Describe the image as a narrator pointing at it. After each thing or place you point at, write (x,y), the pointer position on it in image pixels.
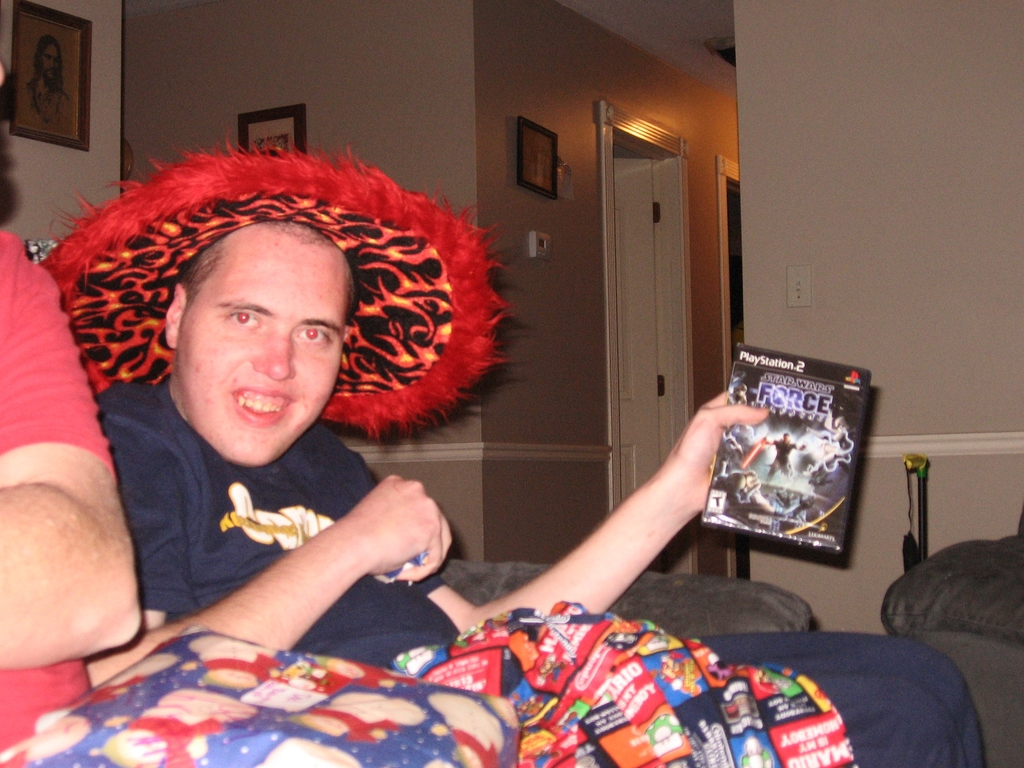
In the picture there are two people (379,527) sitting on a sofa (647,594) and the person (699,480) is holding some object (743,488) in his hand (691,498), he is also wearing a hat (370,354). Behind him there are some frames (34,91) attached to the wall (574,279) and beside the wall (569,240) there is a door (676,261).
